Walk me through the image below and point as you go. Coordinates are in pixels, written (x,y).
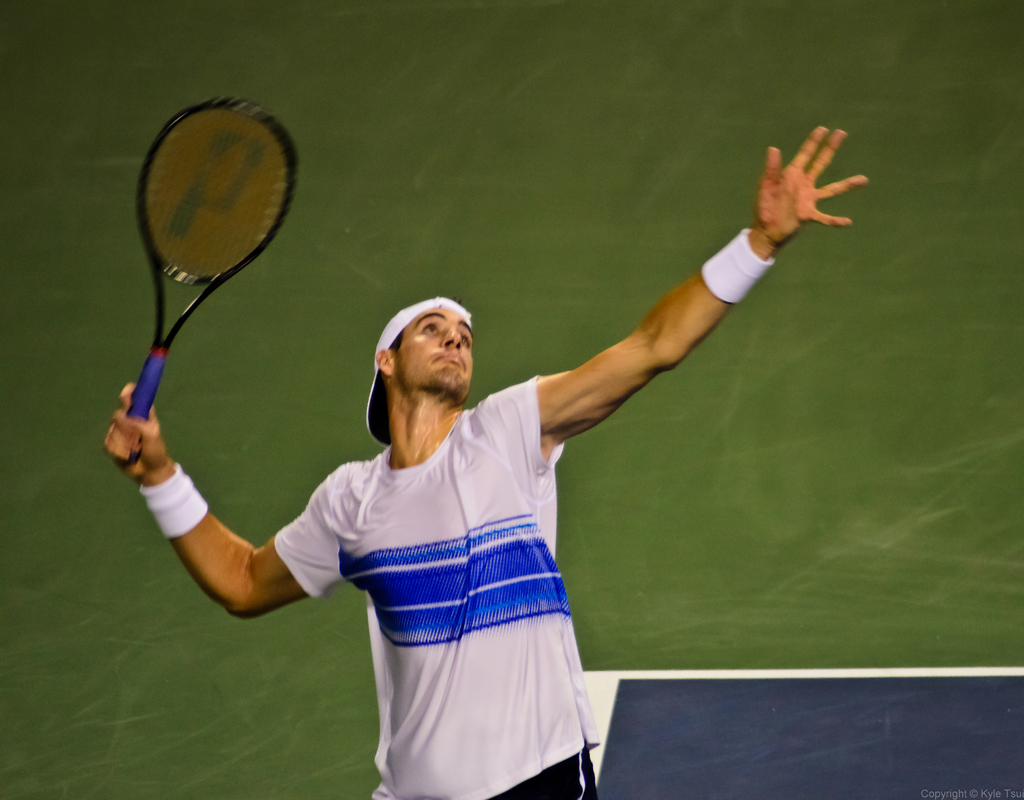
In the image there is a man (424,450) in white t-shirt (430,490) and white cap (381,397) holding a tennis racket (181,121) on the court (651,383).
